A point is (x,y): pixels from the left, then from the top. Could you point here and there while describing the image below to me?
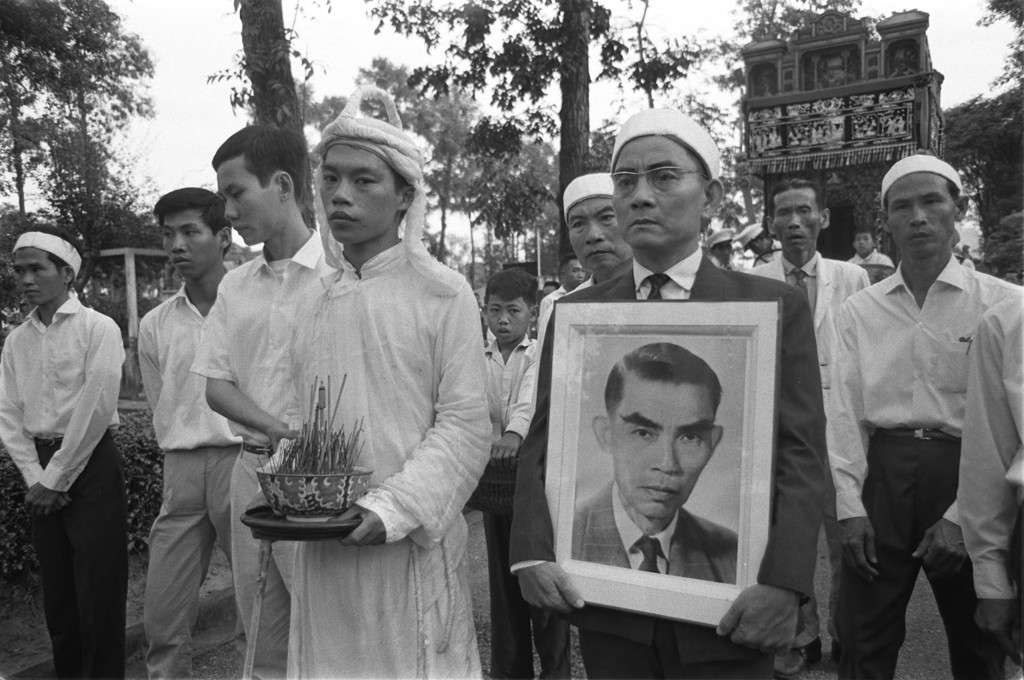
There is a person (539,442) holding a photograph (634,538) and another person (392,427) holding an object (341,501) in the foreground area of the image (554,309), there are people (496,375), trees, building structure (878,90) and the sky (187,103) in the background (774,180).
